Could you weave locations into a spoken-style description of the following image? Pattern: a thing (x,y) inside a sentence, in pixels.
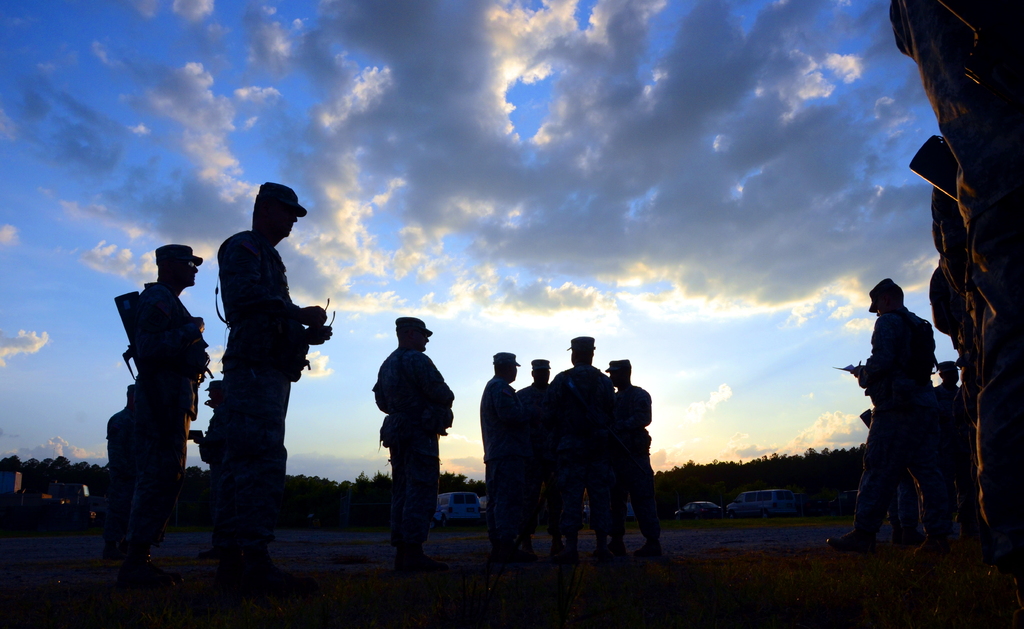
In this image I can see the group of people (494,474) standing and wearing the caps (496,362). To the side of these people (249,507) I can see the vehicles (774,514) and many trees (200,508). In the background (548,344) there are clouds (575,322) and the sky (544,348).
